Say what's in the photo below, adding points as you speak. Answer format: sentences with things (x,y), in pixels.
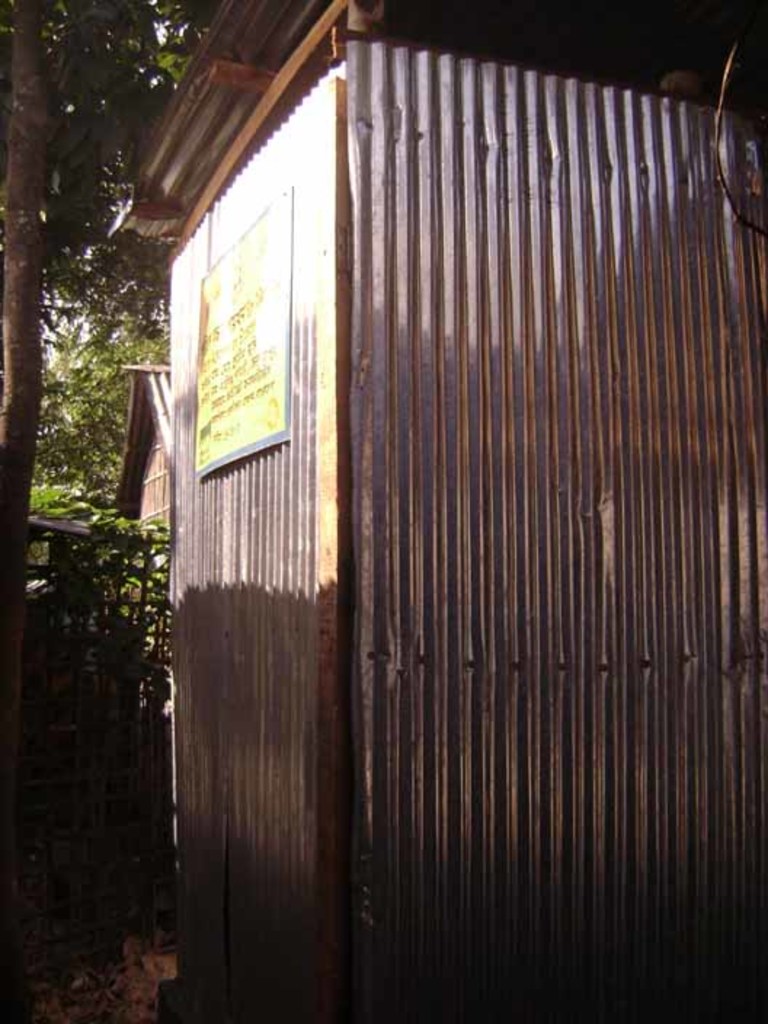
In this picture we can see metal sheets (371,588), there is a board (215,352) pasted on the sheet (291,575), in the background (91,383) there are some trees (99,331).
